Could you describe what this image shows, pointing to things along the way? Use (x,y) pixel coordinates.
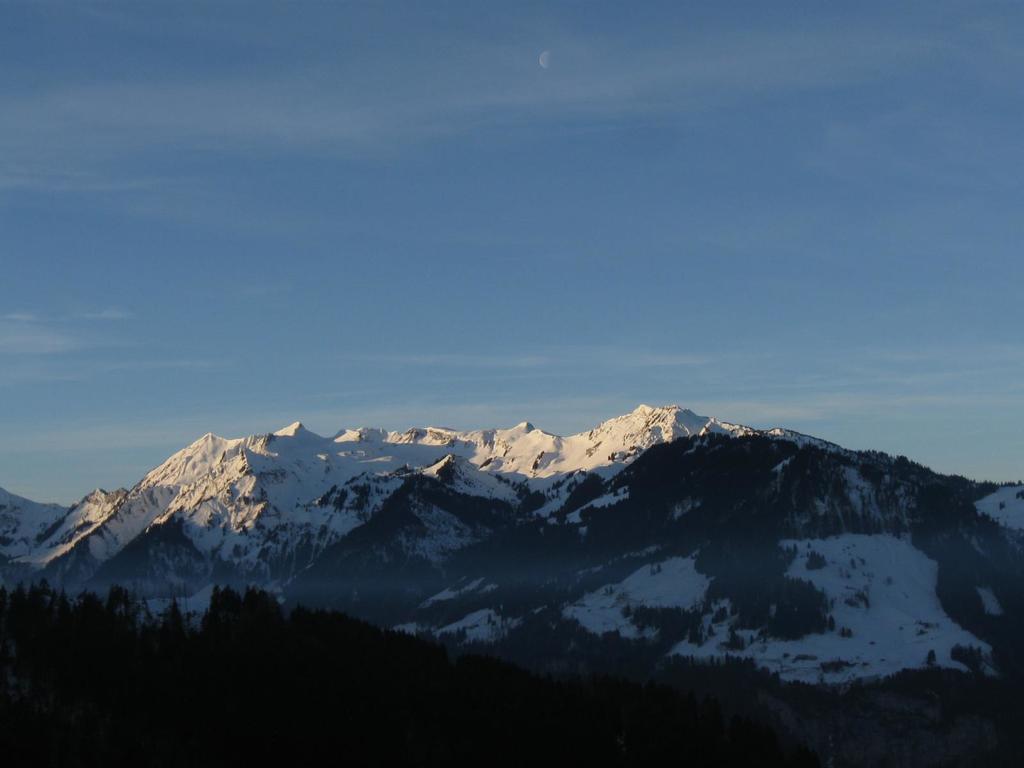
In the foreground of the picture (255,675) there are trees (270,735). In the center of the picture (486,435) there are mountains (529,453) covered with snow (880,545). At the top (509,198) it is sky (572,204).
